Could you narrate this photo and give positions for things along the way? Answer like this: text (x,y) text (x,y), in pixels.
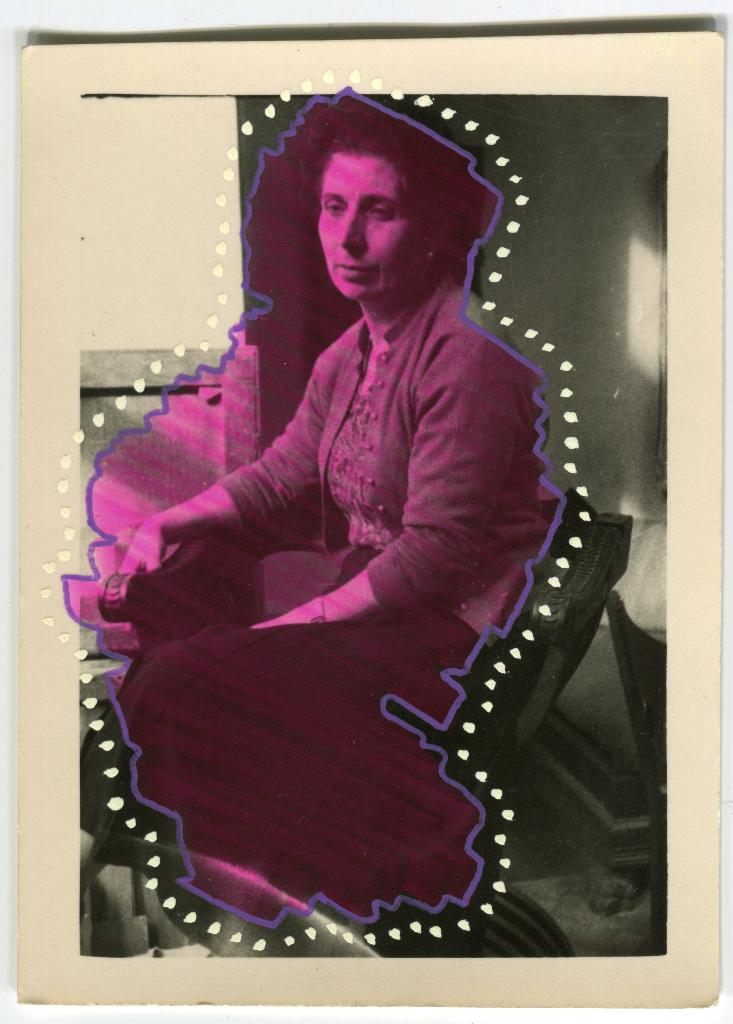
This image is a photo of a person (345,680). In this image we can see woman (416,240) sitting on the chair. In the background (548,296) there is wall (544,277).
